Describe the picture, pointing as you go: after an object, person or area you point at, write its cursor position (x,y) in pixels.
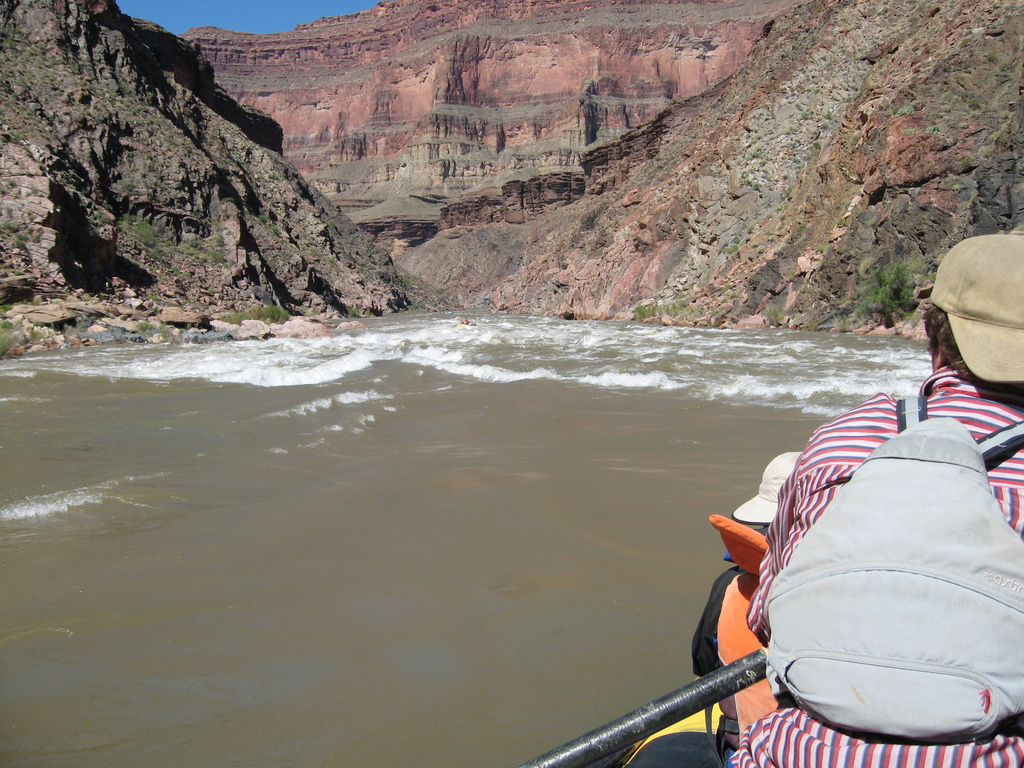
Here we can see water (520,440) and there are two persons (776,532). In the background (719,163) we can see mountain (313,132) and sky (152,5).
